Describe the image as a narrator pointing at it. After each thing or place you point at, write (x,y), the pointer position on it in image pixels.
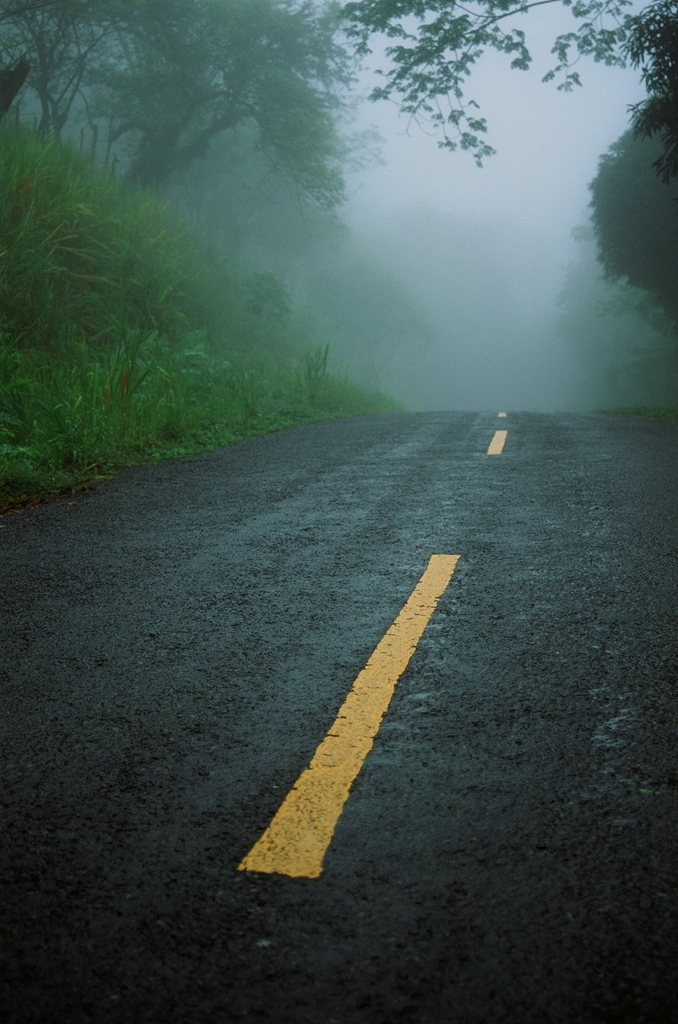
In the image we can see in front there is a road (468,536), beside there are plants (139,340) on the ground (204,266) and behind there are lot of trees (636,222).
